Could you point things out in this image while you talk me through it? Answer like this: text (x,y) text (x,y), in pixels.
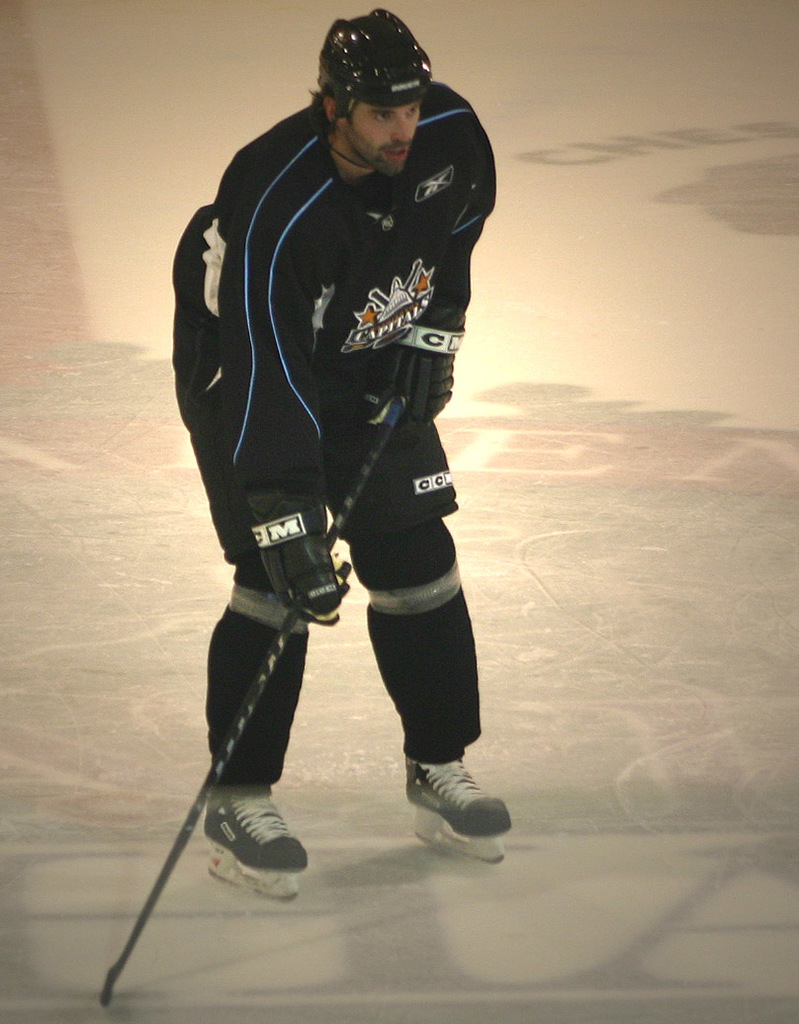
In this image we can see a person (286,657) playing ice hockey and the person (221,780) is holding a hockey stick (338,528).
